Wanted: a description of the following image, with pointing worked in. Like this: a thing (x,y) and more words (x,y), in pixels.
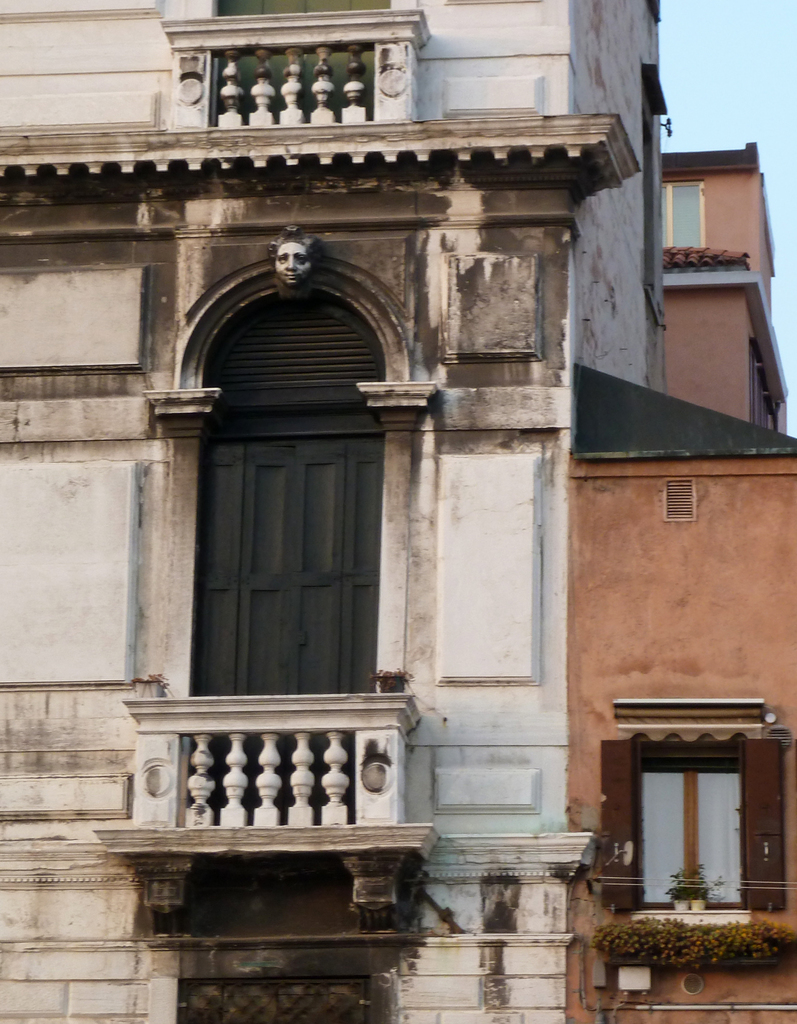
In the picture there is a house (278,594) present, there is a door (309,382) and a window (664,896) present.
